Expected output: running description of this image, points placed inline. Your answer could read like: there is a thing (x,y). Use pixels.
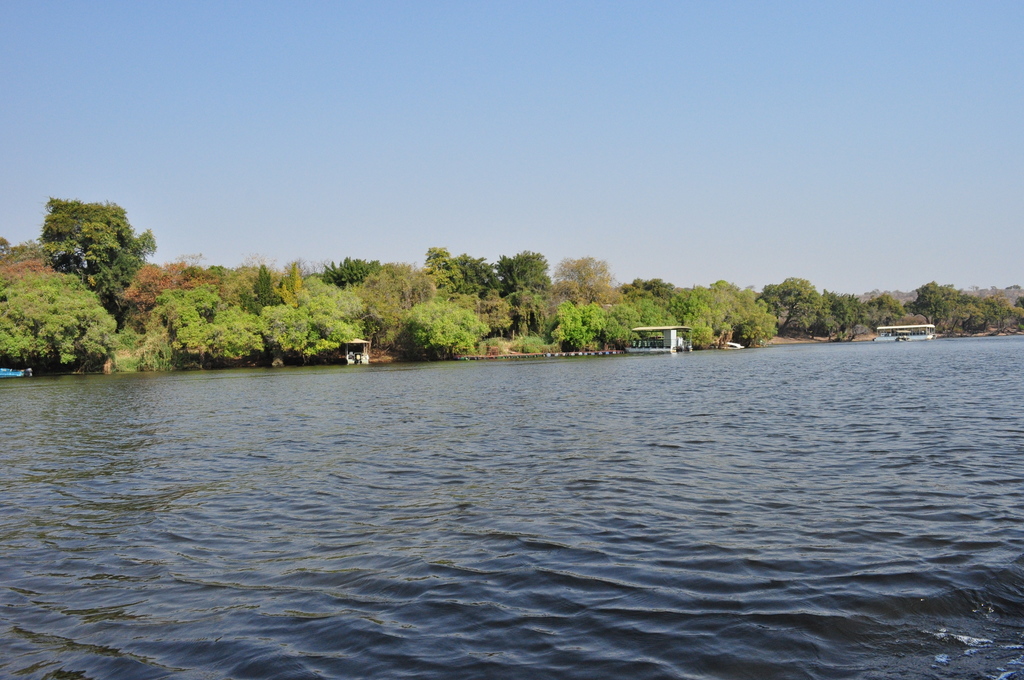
There is water (454,454). In the back (268,325) there are trees (558,278). Also there are boats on the water (421,387).
